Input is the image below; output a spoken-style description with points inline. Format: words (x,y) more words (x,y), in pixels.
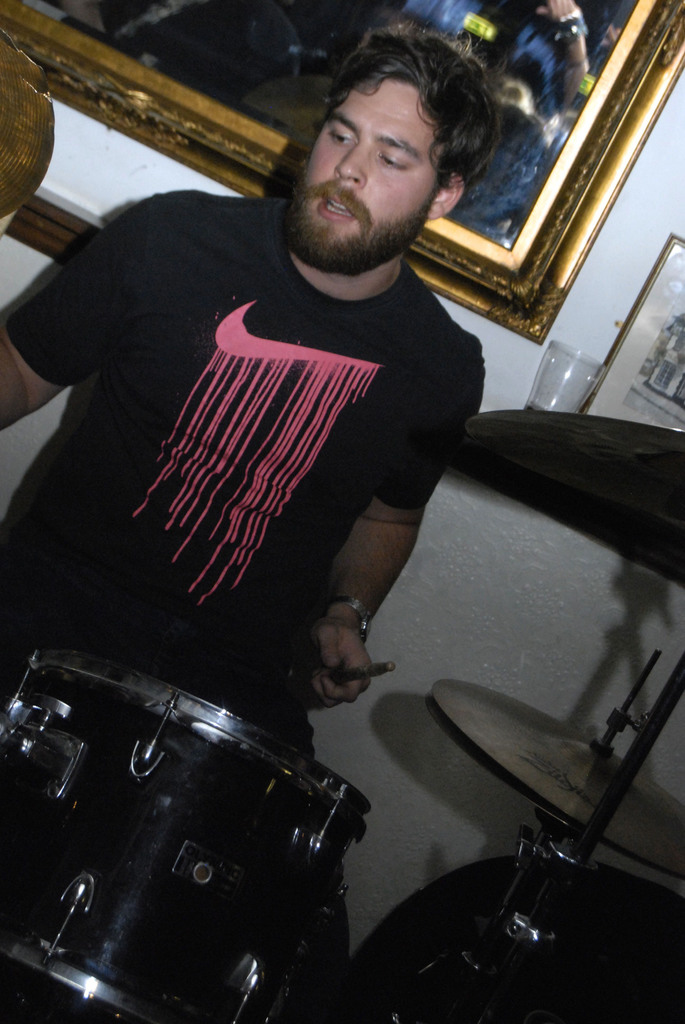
The person (285,385) wearing black dress (313,379) is playing drums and there is a picture (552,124) attached to the wall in the background (552,111).
